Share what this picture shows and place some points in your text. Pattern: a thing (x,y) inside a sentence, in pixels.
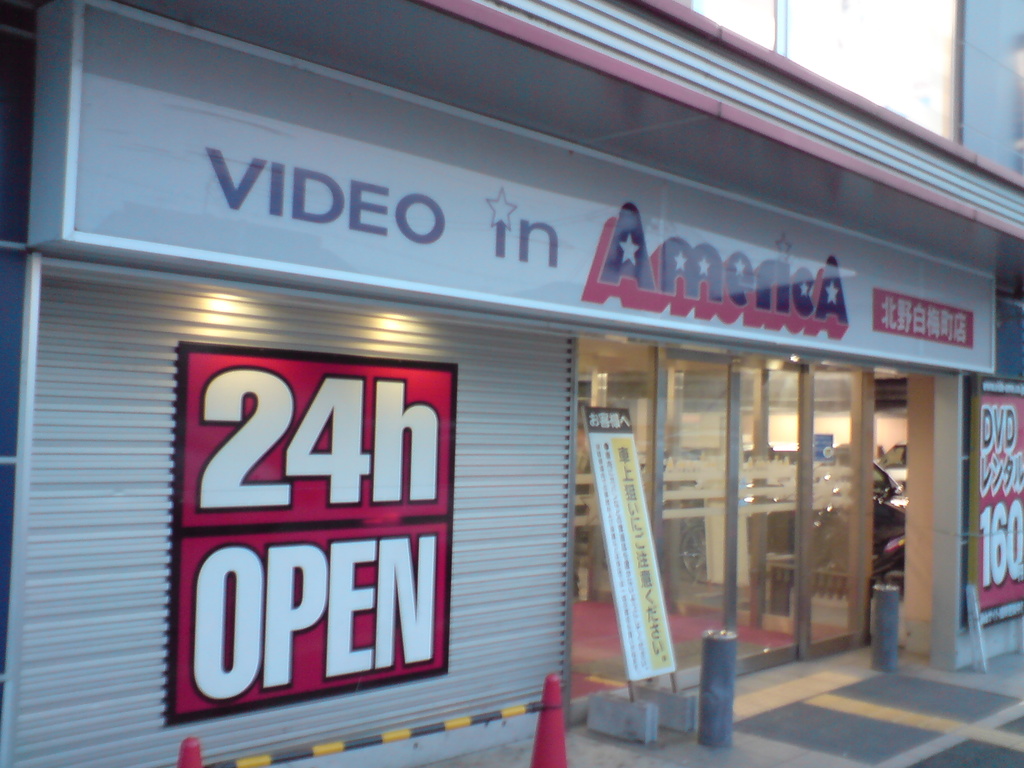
In this image we can see a store (429,511) and there are boards (1017,515). At the bottom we can see traffic cones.
